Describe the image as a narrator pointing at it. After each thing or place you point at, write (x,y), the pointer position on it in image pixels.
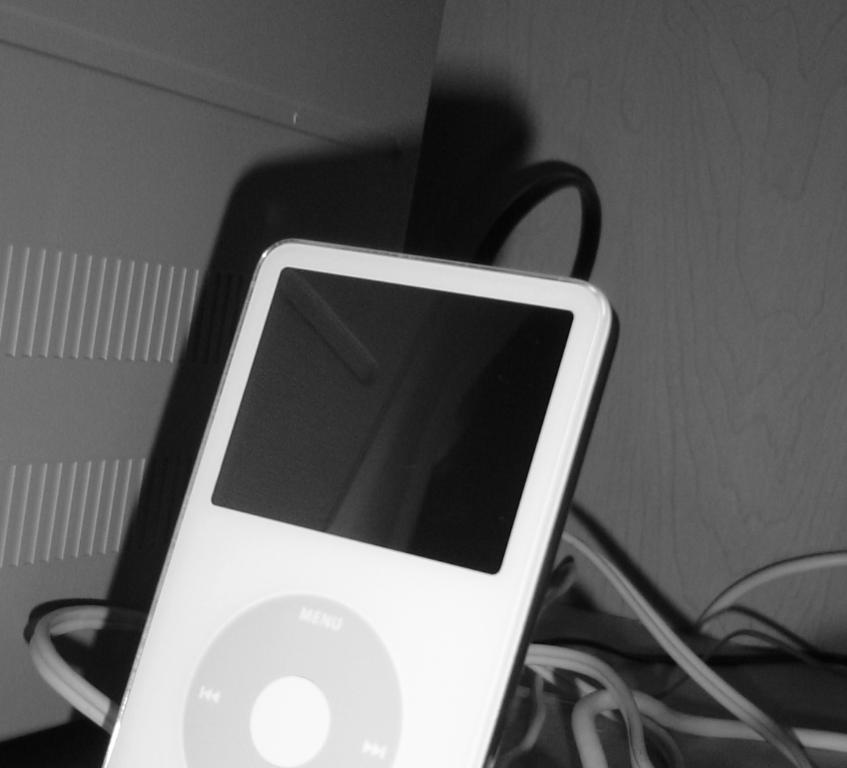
In this image we can see an electronic device (342,705), wires (605,678) and wall (695,257) in the background (620,271).
